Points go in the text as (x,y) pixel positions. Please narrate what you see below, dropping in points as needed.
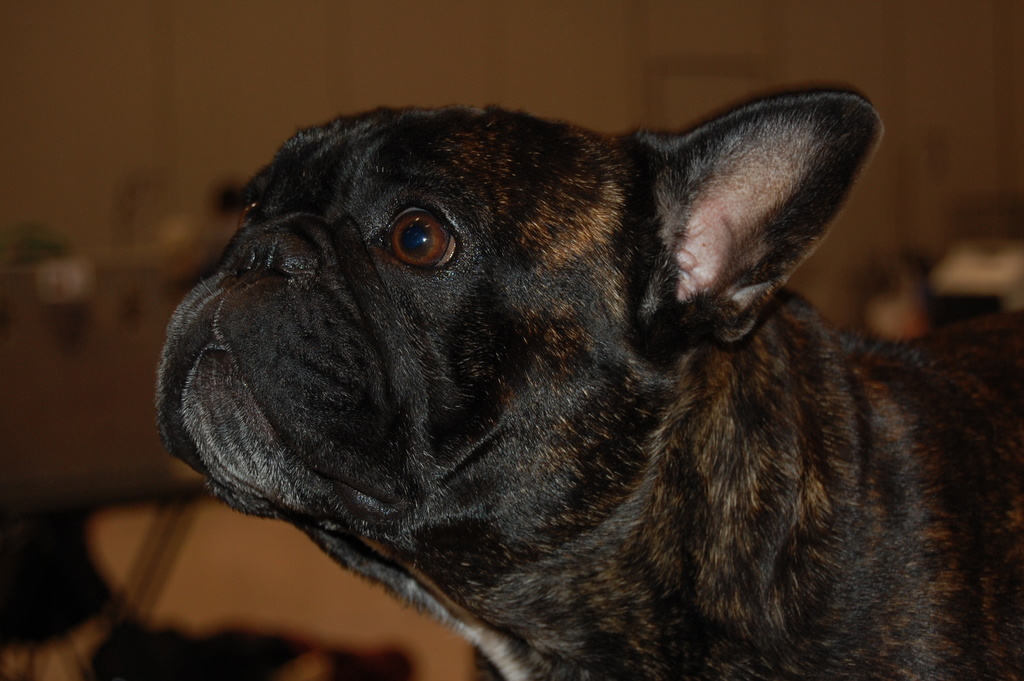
In this image there is a dog (743,274). Background (87,33) is blurry.
